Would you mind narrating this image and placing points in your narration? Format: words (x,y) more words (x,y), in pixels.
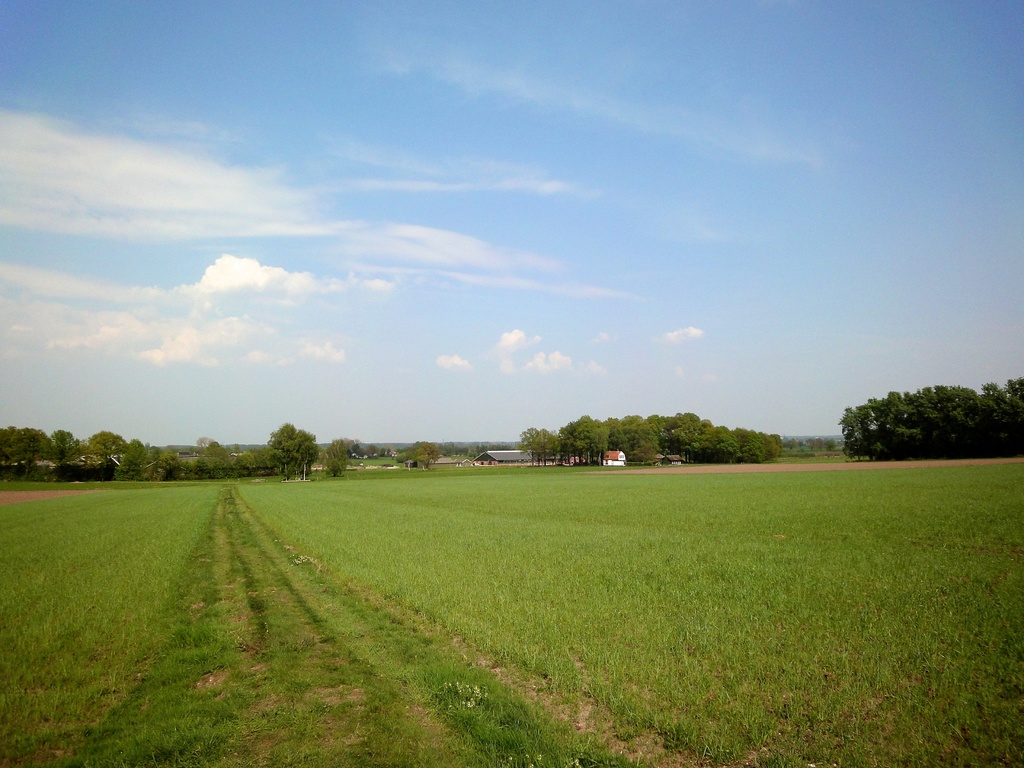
In this picture I can observe some grass (361,551) on the ground (456,575). In the background (135,475) there are trees (604,443) and a sky (362,270) with some clouds (223,201).
